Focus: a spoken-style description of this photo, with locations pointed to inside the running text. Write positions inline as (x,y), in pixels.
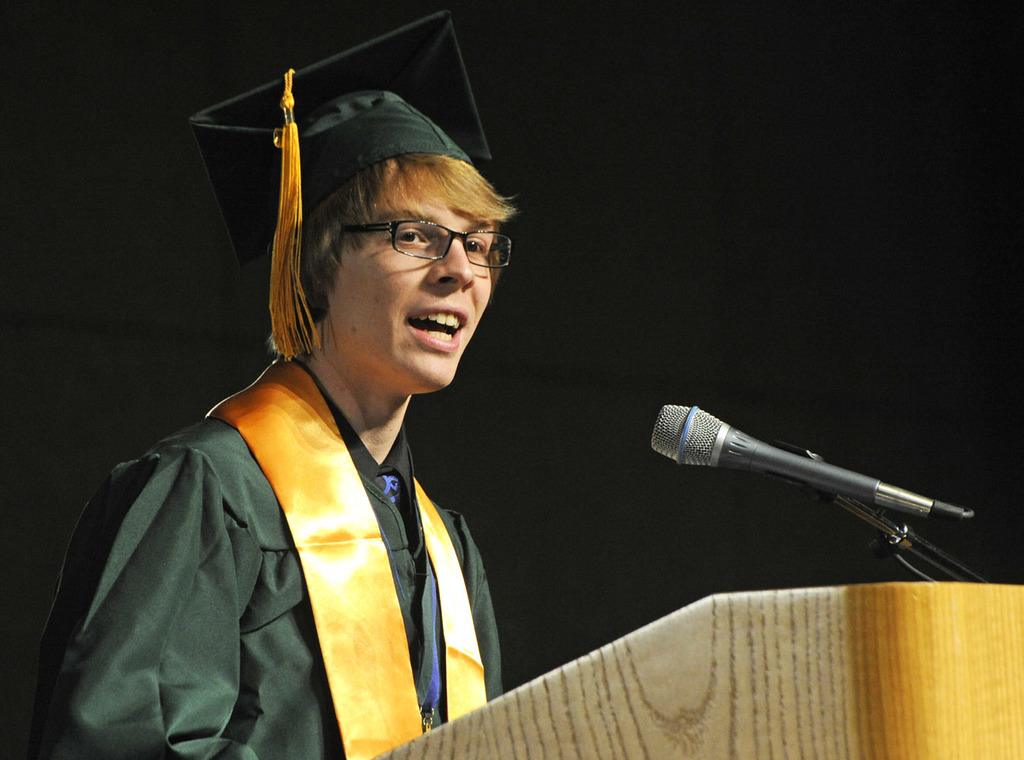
In this image we can see a person (351,428) standing in front of the podium (640,635), on the podium (644,660), we can see a mic (691,449) and the background (810,383) is dark.
